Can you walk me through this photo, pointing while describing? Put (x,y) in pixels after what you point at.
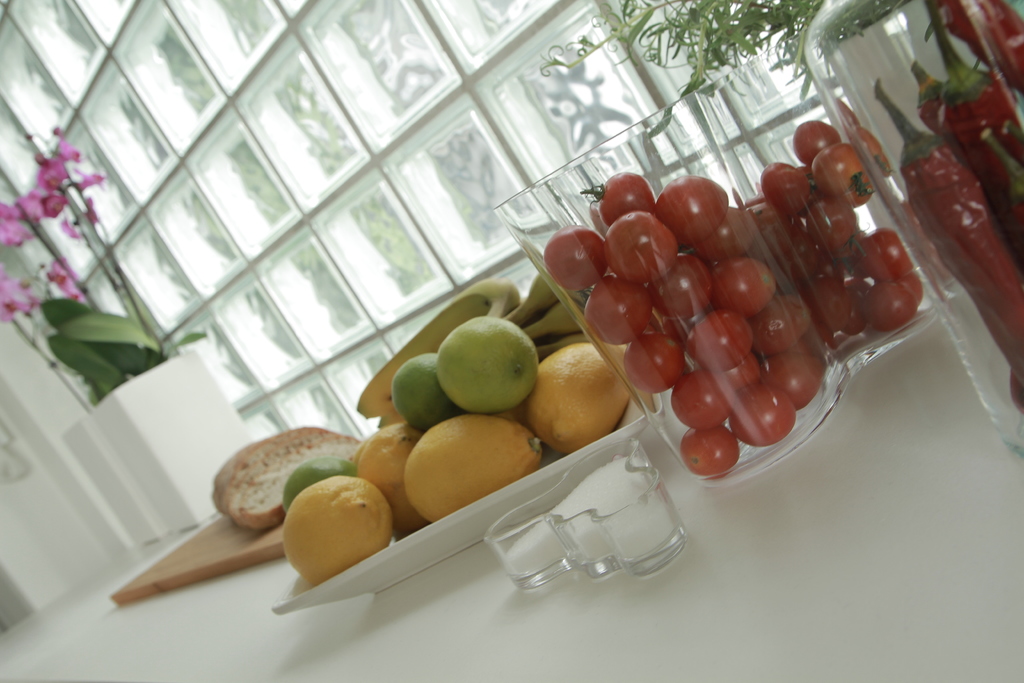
In this image I can see a white colored table (419,627) and on it I can see a chopping board (208,576), a white colored plate (343,576), few fruits (410,492) on the plate (376,565), a bread (288,457) on the chopping board (210,562), few glasses (696,366) in which I can see few fruits (715,268) which are red in color and I can see a plant (135,350), few flowers (51,177) which are pink in color and the glass windows (298,146).
